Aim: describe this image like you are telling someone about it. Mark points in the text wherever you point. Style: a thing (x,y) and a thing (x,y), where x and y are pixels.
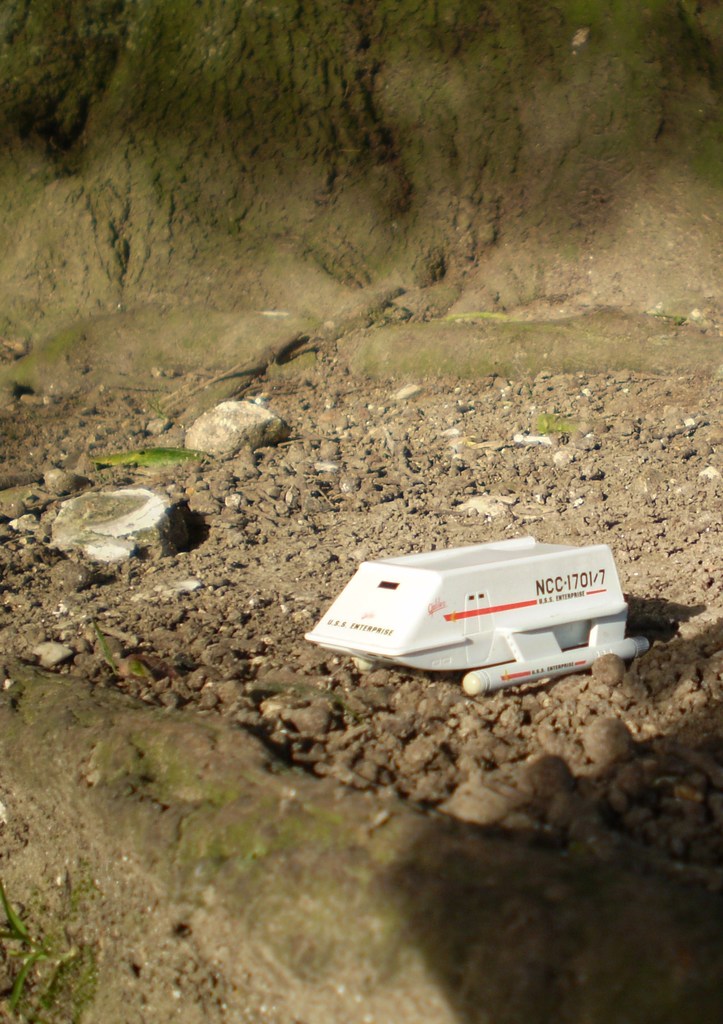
There is toy spaceship (565,563) on the stones (630,563) of a ground (454,441). In the background (615,121), there is a shadow (560,109) on an object (526,140).
